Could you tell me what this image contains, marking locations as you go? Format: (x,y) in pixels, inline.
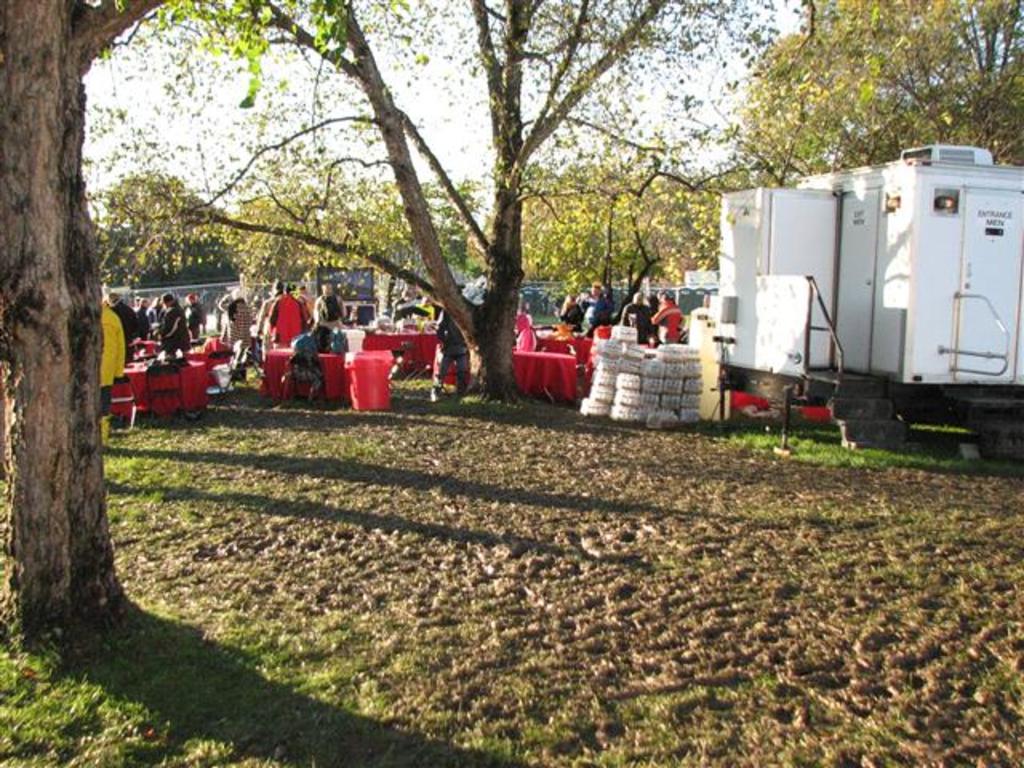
In this image in the center (591,321) there are some buildings (851,285), tables (398,340) and some people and there are some boards (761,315), trees (448,239) and some other objects (843,400). At the bottom (587,604) there is grass (648,610) and also we could see some trees (556,189), at the top (343,108) there is sky (343,108).
